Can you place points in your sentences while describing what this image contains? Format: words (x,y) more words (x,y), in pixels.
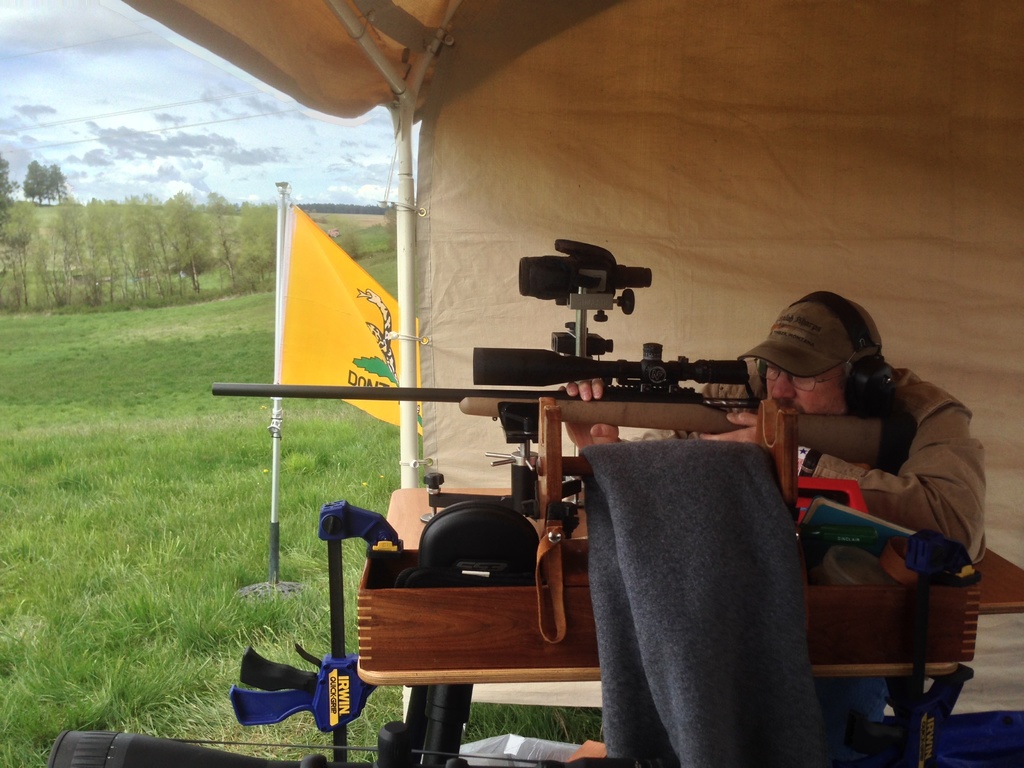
In this image we can see a man (755,425) sitting and holding a rifle (562,398). At the bottom (508,591) there is a stand (413,547) and a cloth (670,704). In the background (488,158) there is a tent (473,189) and a flag (321,314). There are trees (139,246) and sky (145,143). At the bottom (116,629) there is grass (134,607).
